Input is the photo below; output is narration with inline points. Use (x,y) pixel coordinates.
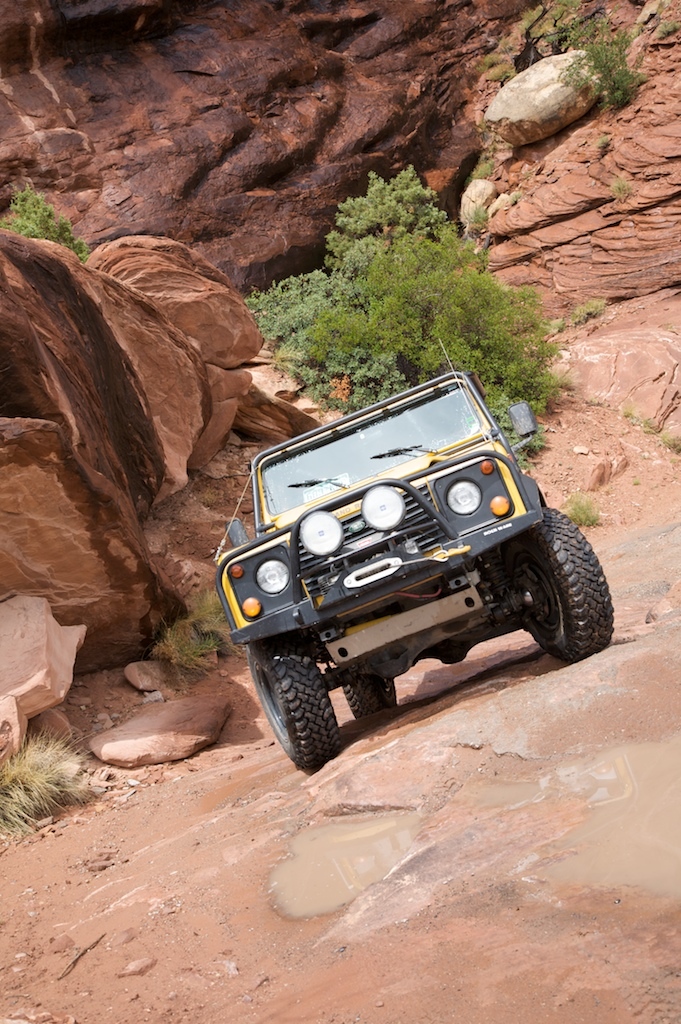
In this image I can see the ground (220,912), some water (661,844) on the ground (449,854) and a vehicle (467,559) which is yellow and black in color on the ground (131,898). In the background (148,301) I can see a huge rocky mountain (93,323) which is brown in color and few trees (478,277) which are green in color.
